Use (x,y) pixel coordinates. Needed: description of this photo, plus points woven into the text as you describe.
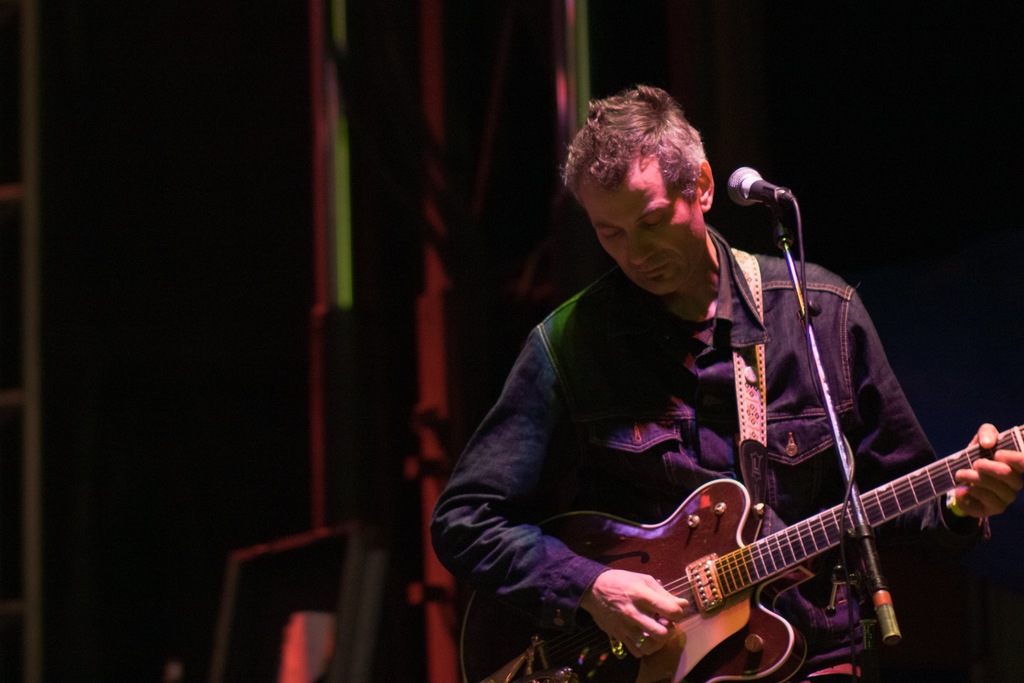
This picture shows a Man (595,158) standing and playing guitar (658,544) with his hands (990,479) and we see a microphone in front of him.
